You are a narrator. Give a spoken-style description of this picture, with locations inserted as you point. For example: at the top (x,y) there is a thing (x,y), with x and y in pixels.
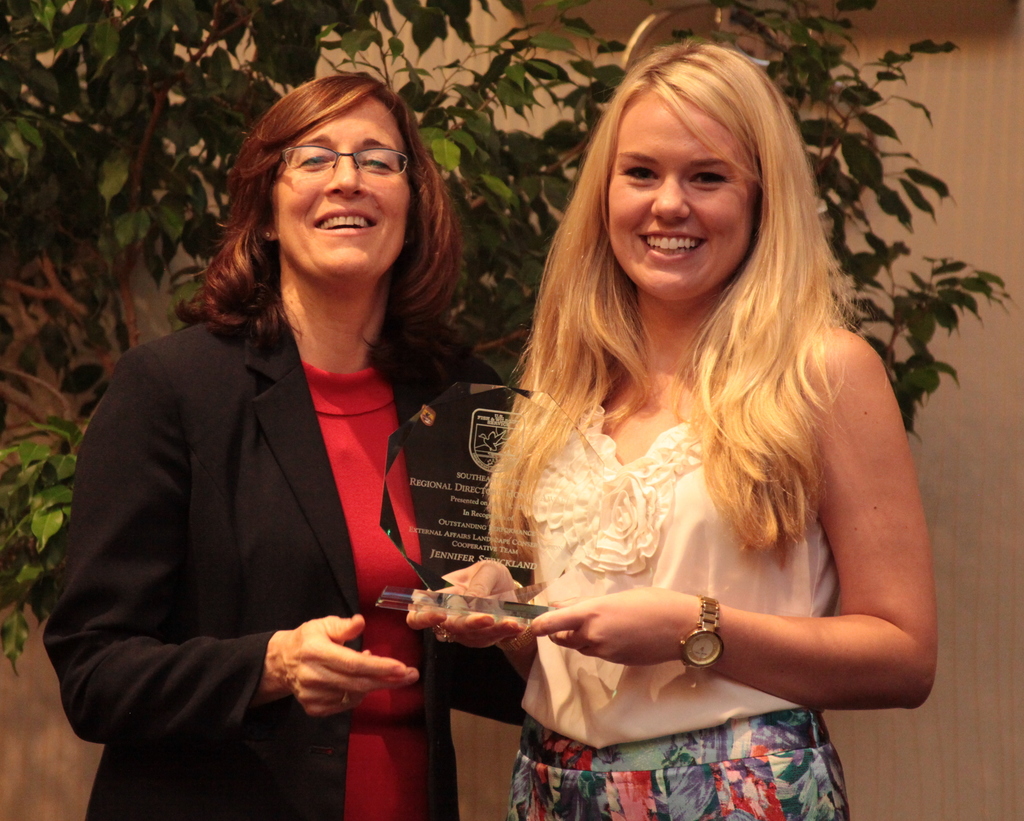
In this image we can see two persons (565,530). In that a woman (557,582) is holding an award (506,410). On the backside (189,136) we can see a plant (161,155) and a wall (892,232).
